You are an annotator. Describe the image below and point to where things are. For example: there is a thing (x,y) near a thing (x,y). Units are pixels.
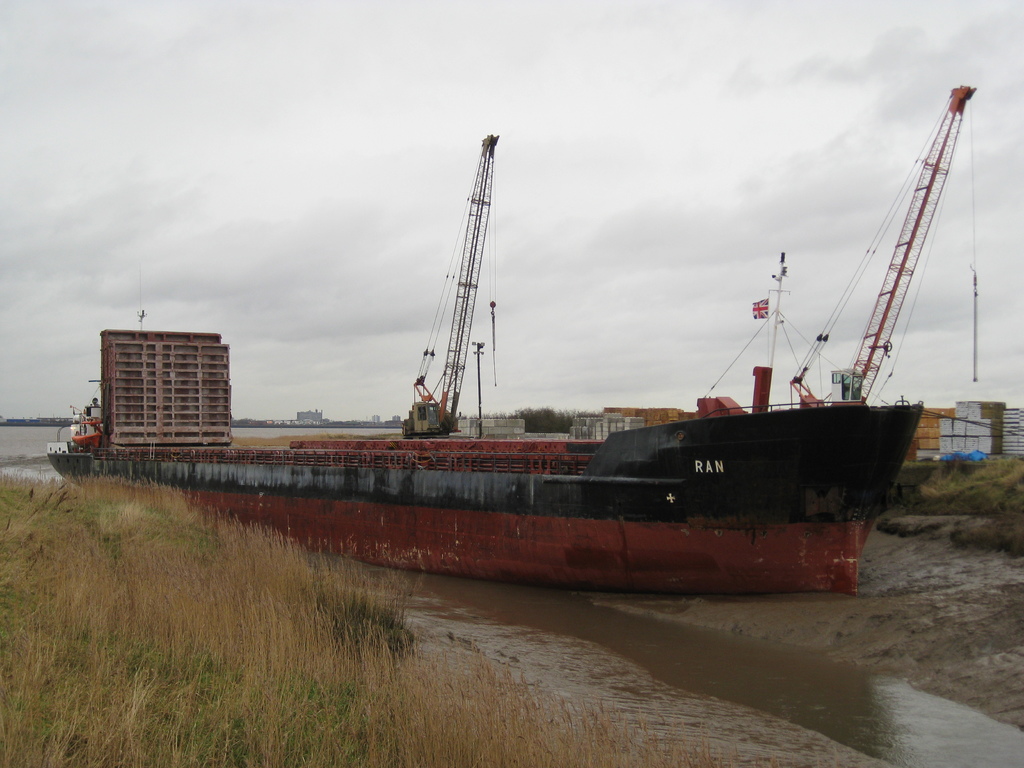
In the center of the image (500,510) we can see a boat (282,449). At the bottom (74,735) there is water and grass (281,669). In the background (243,380) there are buildings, cranes (436,404) and sky (376,147).
